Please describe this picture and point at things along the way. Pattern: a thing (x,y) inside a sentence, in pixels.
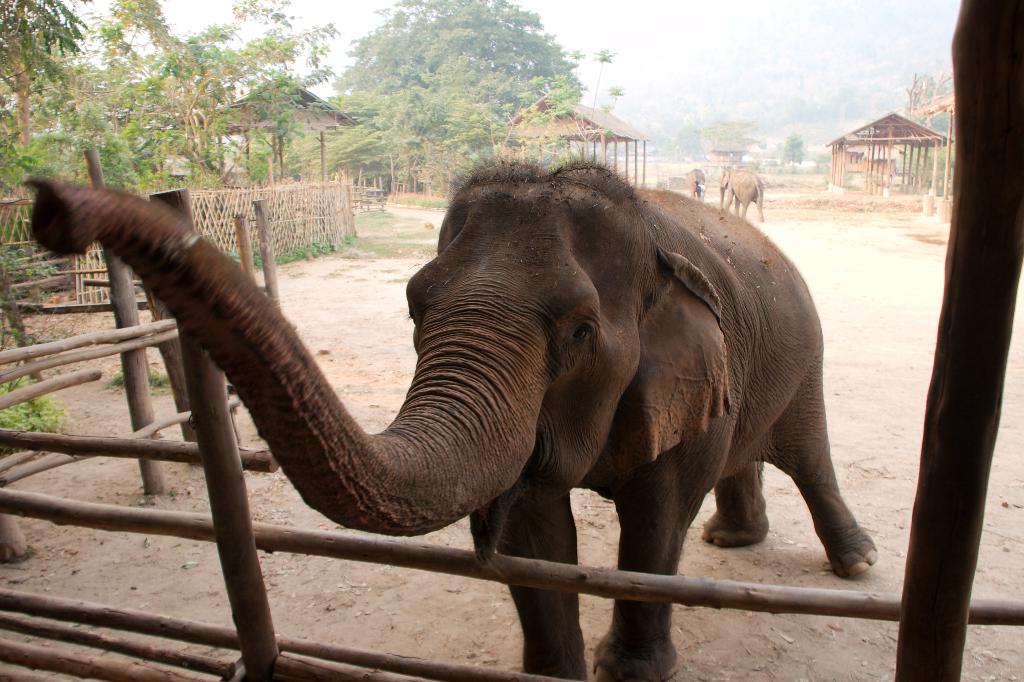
In this image we can see elephant (650,302). Background of the image (488,125) trees (501,127), wooden shelters (605,134) and fencing (273,219) is there. At the bottom of the image (148,474) bamboo boundary (232,595) is there.
